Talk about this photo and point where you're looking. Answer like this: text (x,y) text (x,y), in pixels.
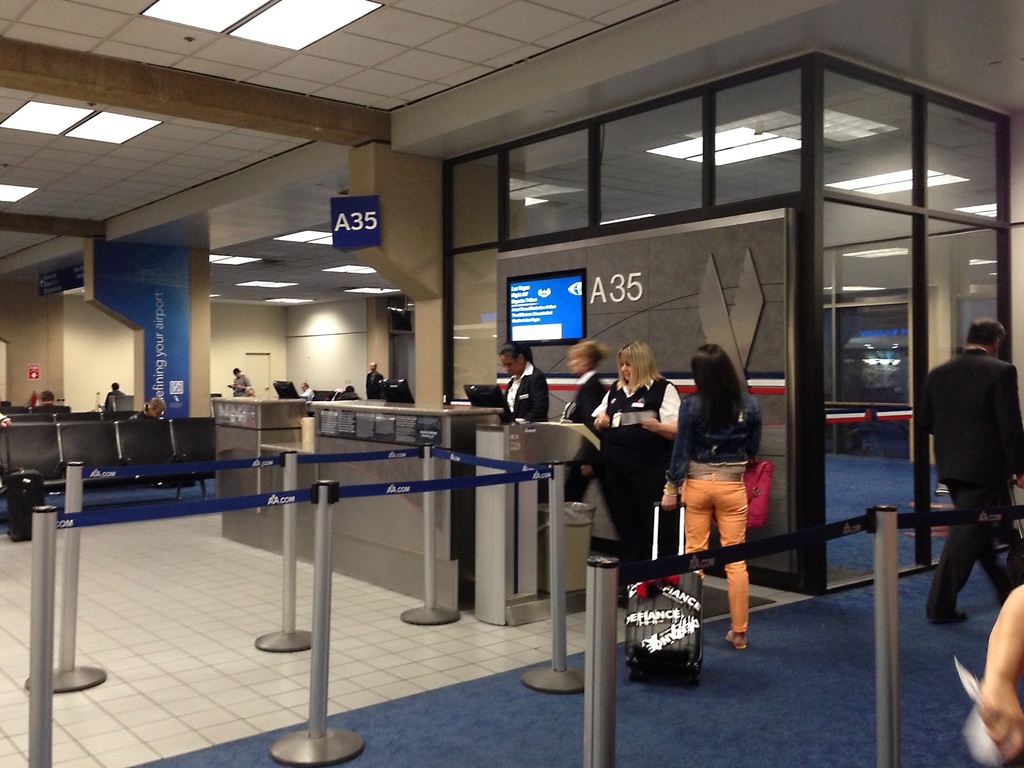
I think this picture is taken in an airport (514,546). In the center (635,487), there are four women (516,349), three of them are wearing black blazers (594,455). Another woman (737,532) is wearing blue jacket (713,440) and orange trousers (727,490) and she is holding a bag (675,578). At the bottom (312,614), there are iron poles (590,637). Towards the right (953,454), there is a man (965,486) wearing a black blazer (971,483). Towards the left (185,456) there are seats (161,448) and pillars (197,325). On the top (200,202), there is a ceiling (470,73) with lights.
